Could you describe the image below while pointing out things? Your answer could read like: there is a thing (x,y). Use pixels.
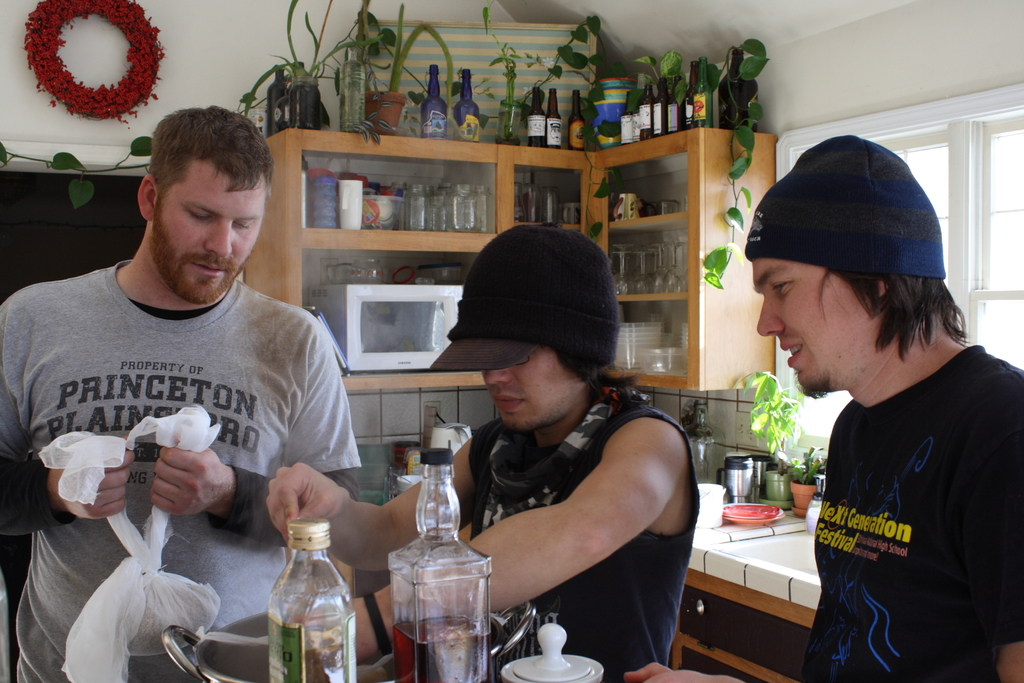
In this image there is a person (110,475) holding a cloth bundle (194,445) in his hand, beside the person (242,488) there are two other people (629,663), in front of them there are bottles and some other objects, behind them on the kitchen platform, there are some utensils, above the kitchen platform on the cupboards (706,195) there is a microwave oven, glasses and some other objects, on top of the cupboards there are bottles (531,139) and leaves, beside the cupboard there is a glass window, on top of the wall (196,3) there is a wreath (149,75).
